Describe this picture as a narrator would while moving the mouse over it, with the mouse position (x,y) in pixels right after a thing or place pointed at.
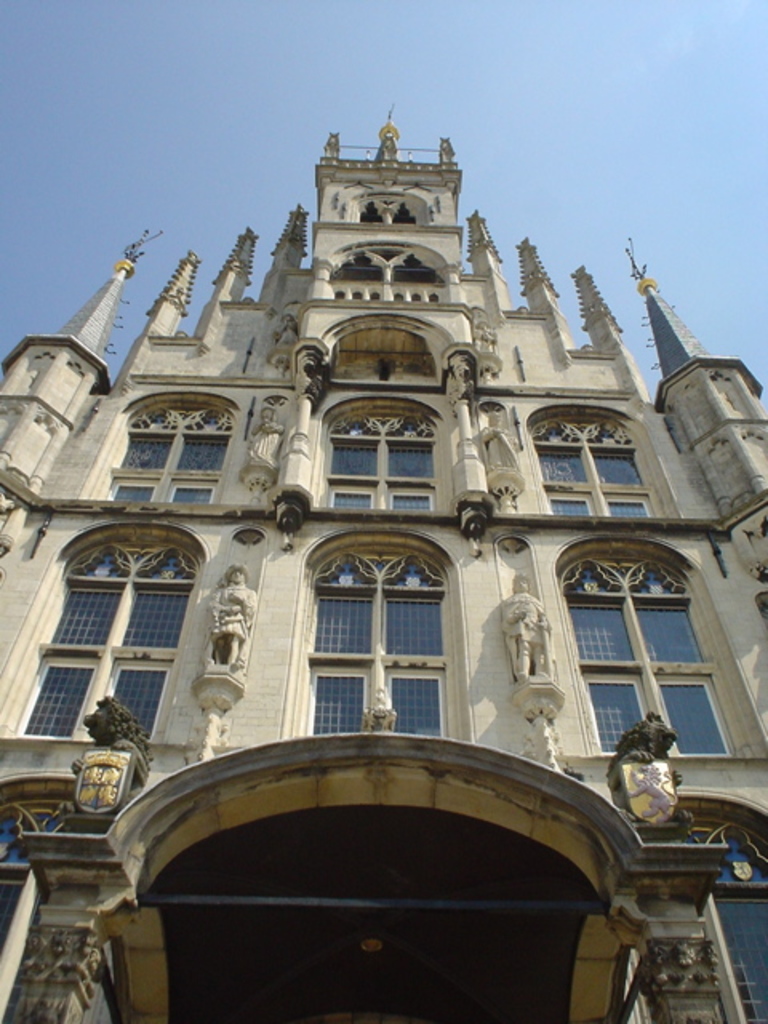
This picture is clicked outside. In the foreground (423,746) we can see the building (415,356) and we can see the sculptures (119,738) of some objects (659,772) and we can see the windows (405,633) of the building (633,498). In the background (575,126) we can see the sky (584,79) and we can see some other objects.
